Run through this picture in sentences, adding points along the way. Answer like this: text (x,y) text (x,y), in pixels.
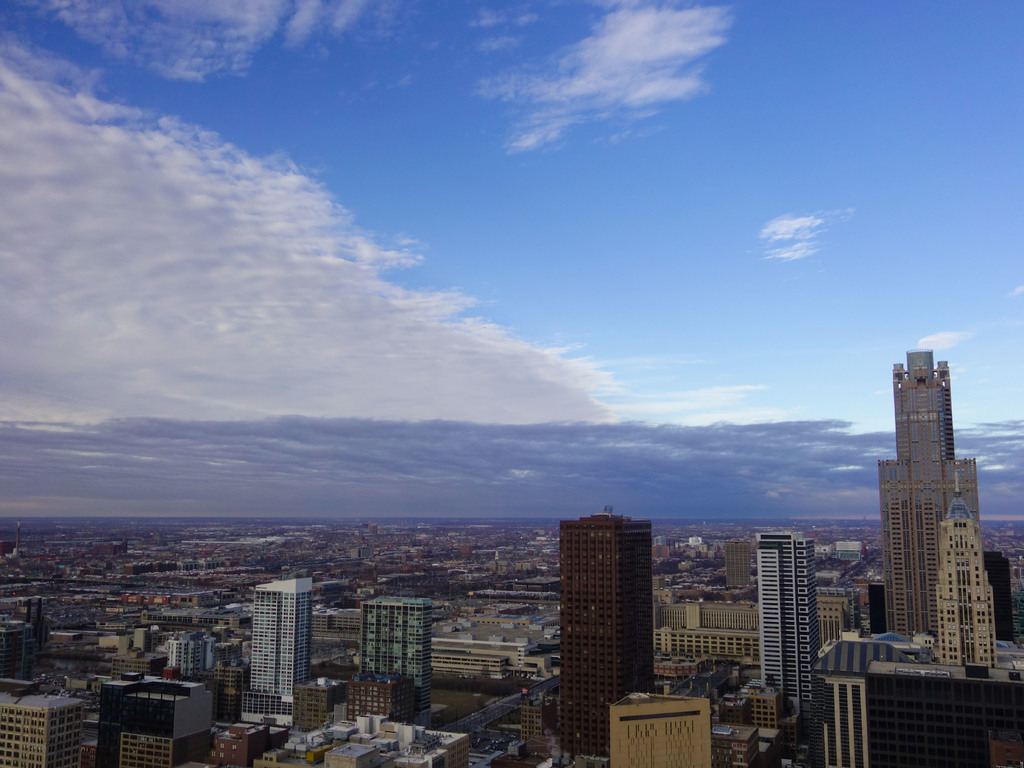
At the bottom of the image (566,601) there are many buildings (646,579). And at the top of the image (736,125) there is a blue sky (539,162) with clouds (532,134).
